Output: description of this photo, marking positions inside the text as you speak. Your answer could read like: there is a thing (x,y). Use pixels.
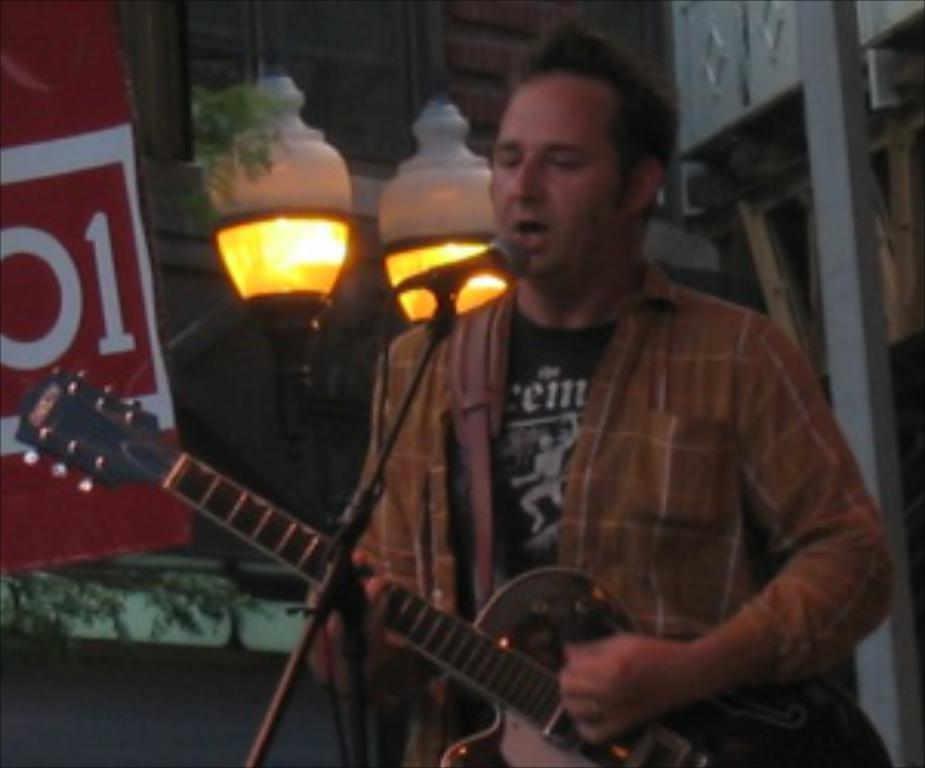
there is street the street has two big lamps (294,236) and the person (528,300) who is playing the guitar (529,600) and singing the song he has opened mouth (532,243) he is wearing black t-shirt (563,416) and brown shirt (697,434).
